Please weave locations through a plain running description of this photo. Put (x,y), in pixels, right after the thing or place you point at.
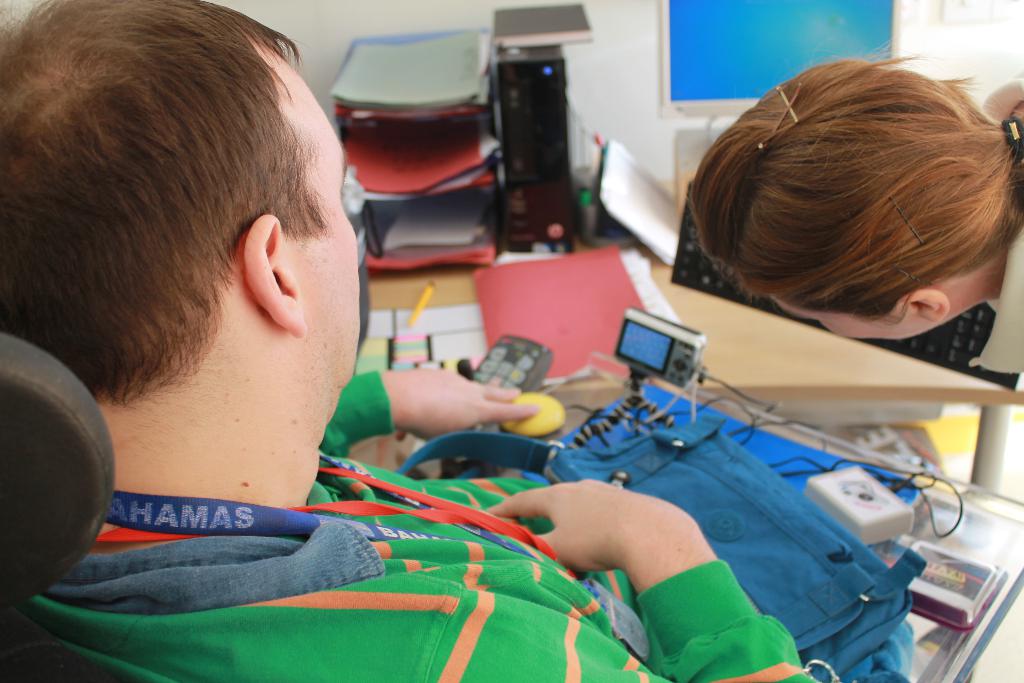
In this image there are two people (585,506). A person (585,491) wearing the ID card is on the left side (338,556). There are gadgets (684,259). There is a monitor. There is a CPU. There are trays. There are files (597,292). There is a table (736,330).
